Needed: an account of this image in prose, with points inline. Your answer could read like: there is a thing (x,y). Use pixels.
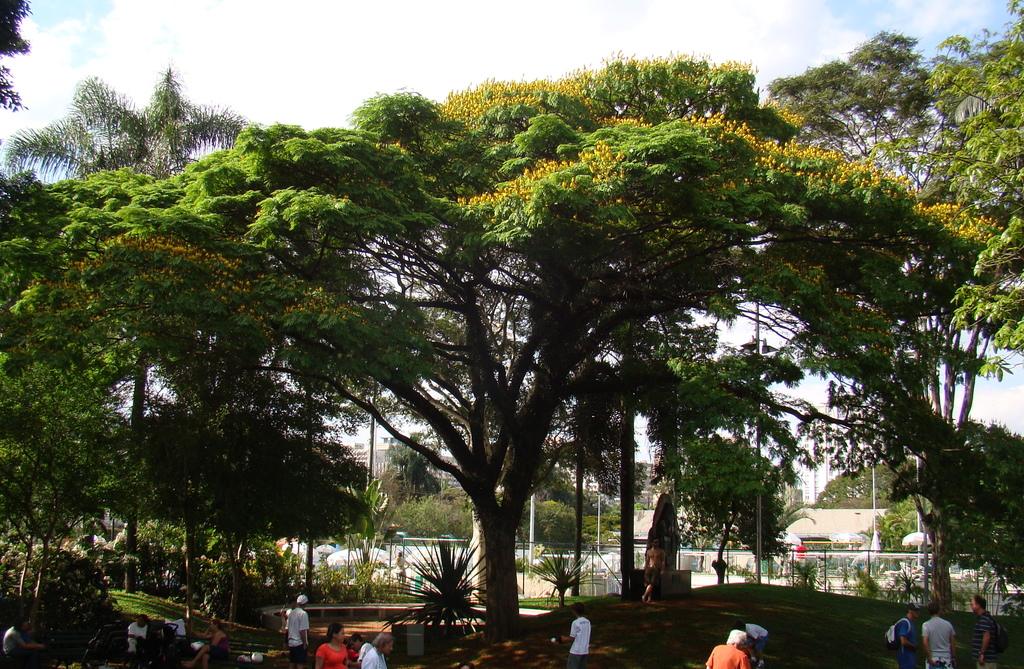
In this image there are some persons (301,660) standing in the bottom of this image (364,660) and there are some trees (521,364) in the background (438,484). There is a wall (550,585) as we can see in the bottom of this image (611,555). There is a sky (342,53) on the top of this image (401,43).
